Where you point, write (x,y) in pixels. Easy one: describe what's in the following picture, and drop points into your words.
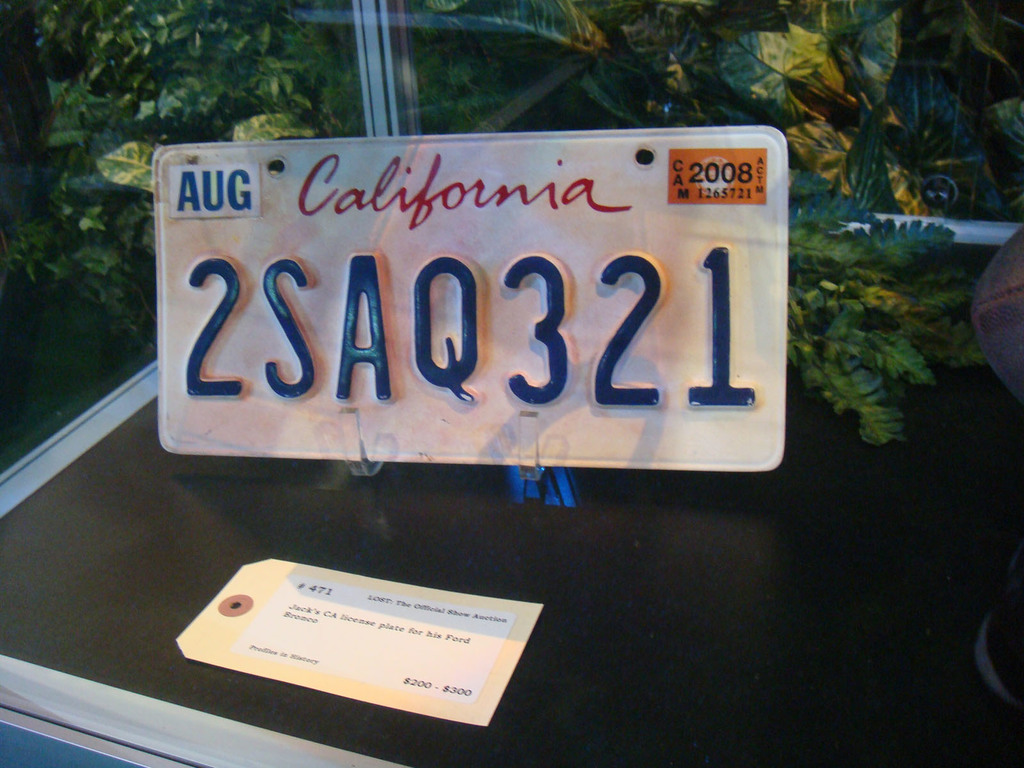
In this image there is a number plate (535,247) of a vehicle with a price tag (460,670), behind the number plate (436,148) there are trees (644,114).
